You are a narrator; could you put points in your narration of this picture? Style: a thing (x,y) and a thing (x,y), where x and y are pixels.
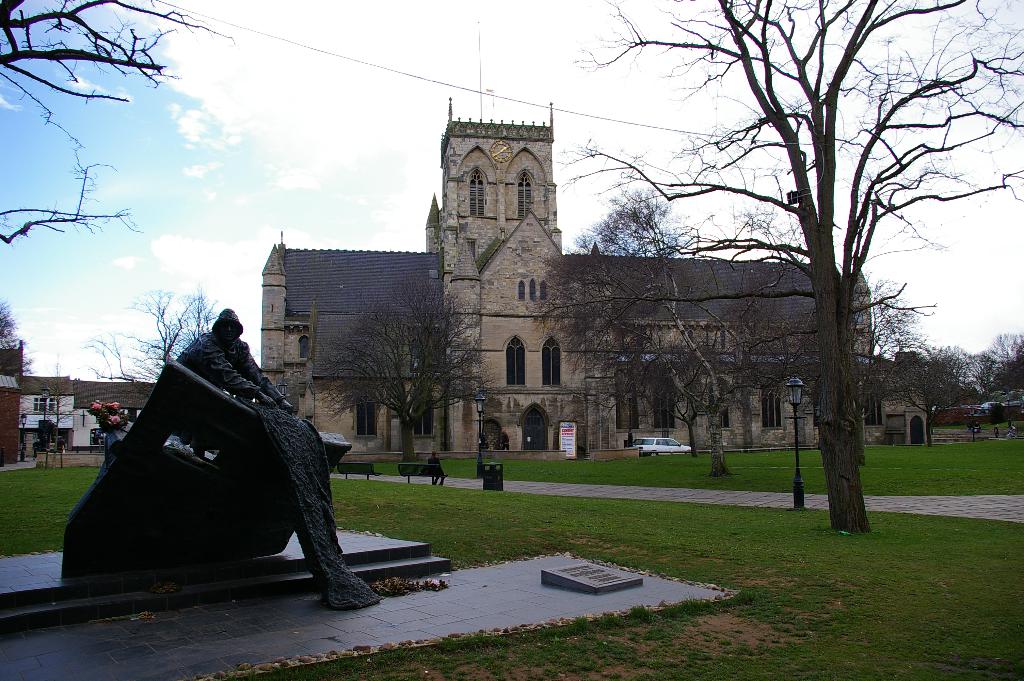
In the middle of the image (650,415) we can see building (610,442), windows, statue (255,485), stones (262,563), street lights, street poles (480,424), advertising board (568,435), motor vehicle (655,443), benches (405,476), person (435,481) and ground (414,503). In the background (965,240) we can see sky (266,217) with clouds (235,92).
